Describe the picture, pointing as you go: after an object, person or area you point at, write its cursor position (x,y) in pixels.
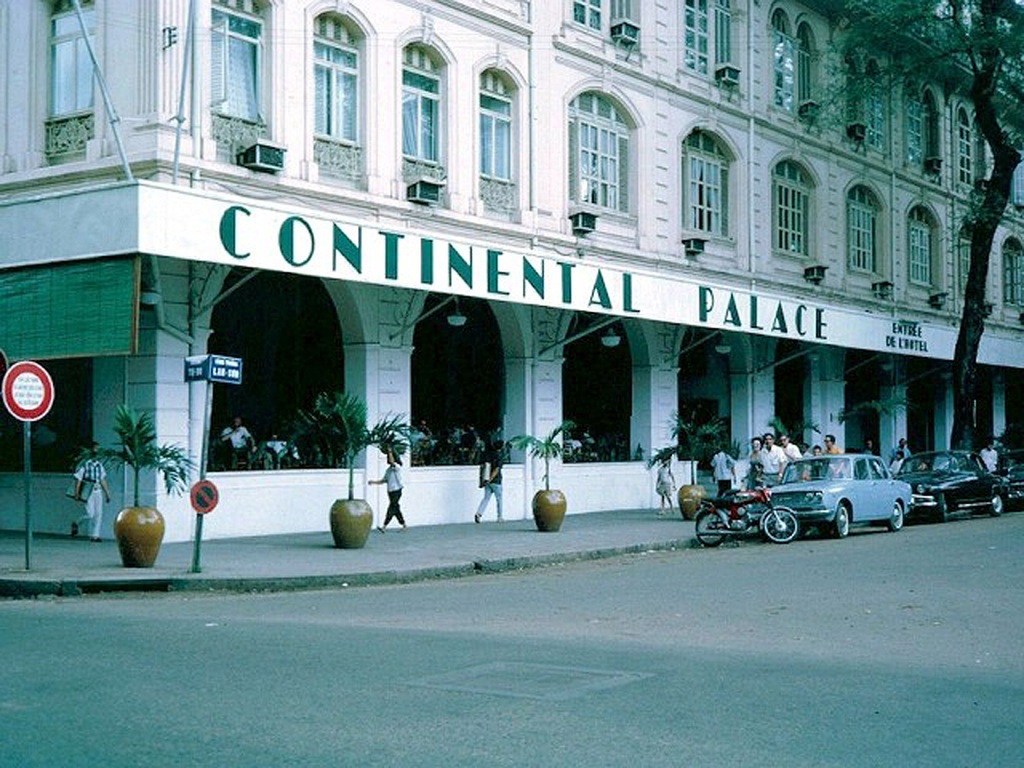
In this image there are vehicles (858,475) parked on the path (564,574), plants (556,446), road (999,527), sign boards (228,377) attached to the poles (194,561), group of people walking on the side walk (561,540), building (1018,391), tree (846,8).
